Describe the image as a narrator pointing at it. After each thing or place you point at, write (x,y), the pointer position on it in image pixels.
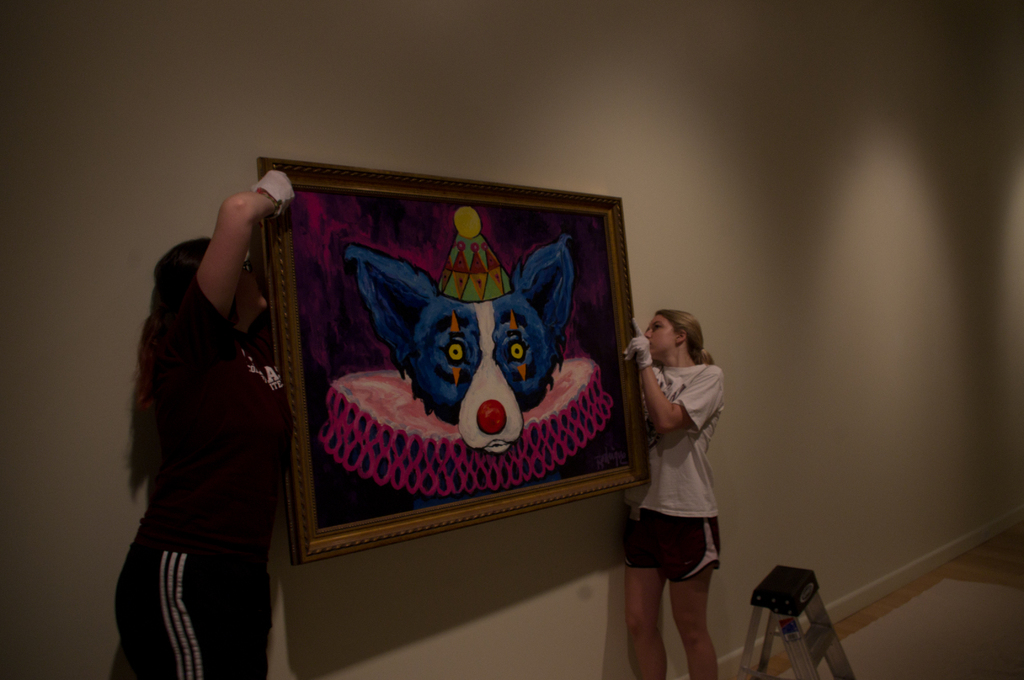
This picture is clicked inside the room (457,446). Here, we see two girls (222,462) in white and black T-shirts (695,440) are holding a photo frame (501,304) in their hands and they are trying to place this photo frame (516,333) on the wall (711,340). Beside him, we see a wall (671,173) in white color. At the bottom of the picture (770,586), we see a stool (804,647).
